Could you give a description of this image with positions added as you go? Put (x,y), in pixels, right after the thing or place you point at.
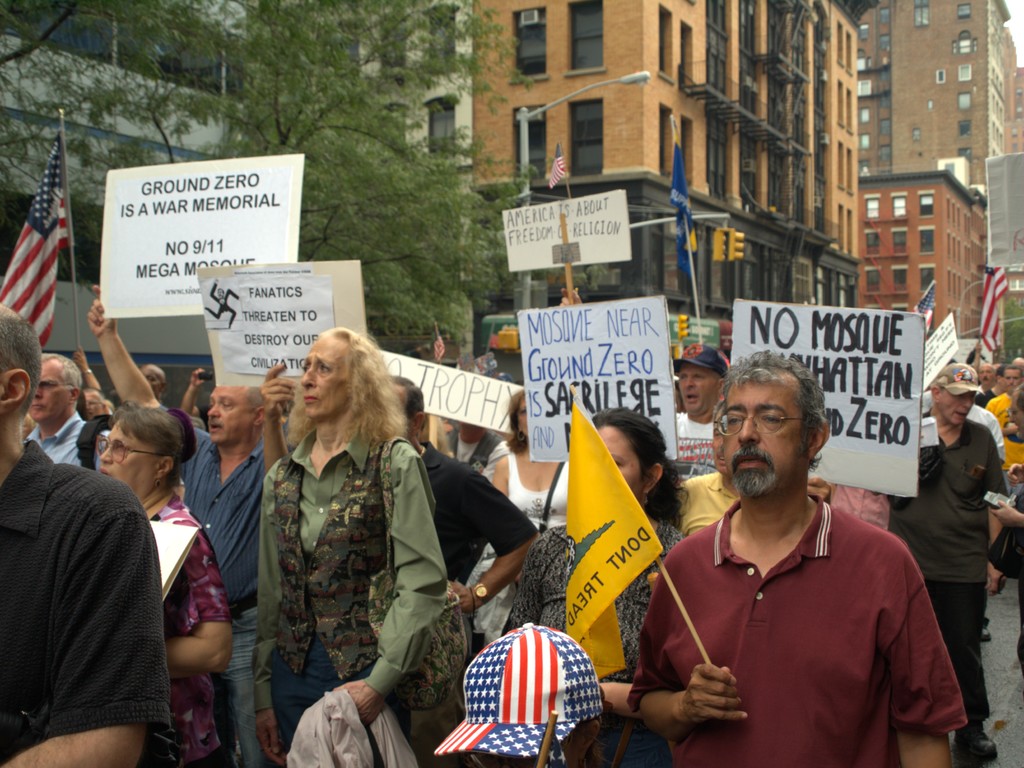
This is an outside view. Here I can see a crowd of people (373,654) holding boards (564,349) and flags (637,558) in the hands (692,720) and walking on the road (1011,626) towards the left side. In the background (625,155) there are many buildings (720,146) and trees (378,206). On the boards (260,290), I can see the text (180,255).
